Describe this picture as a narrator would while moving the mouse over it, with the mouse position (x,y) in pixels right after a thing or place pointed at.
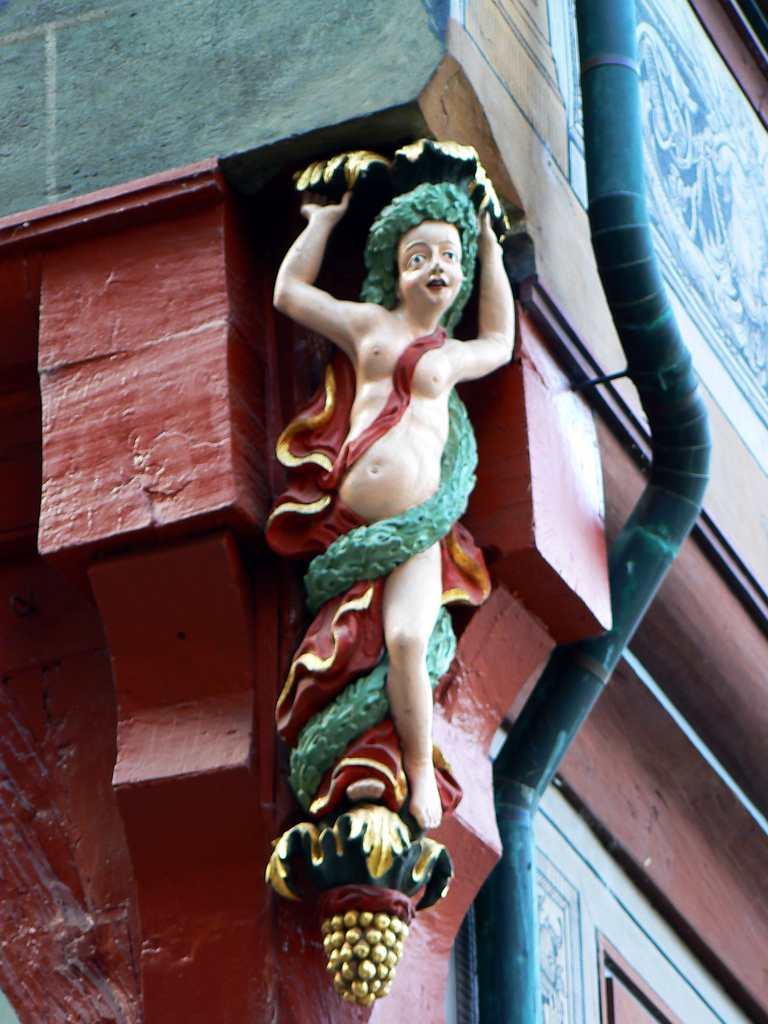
In this image in the center (457,411) there is one statue (478,594), and in the background (512,905) there is a building (544,187) and one pipe (626,535).
